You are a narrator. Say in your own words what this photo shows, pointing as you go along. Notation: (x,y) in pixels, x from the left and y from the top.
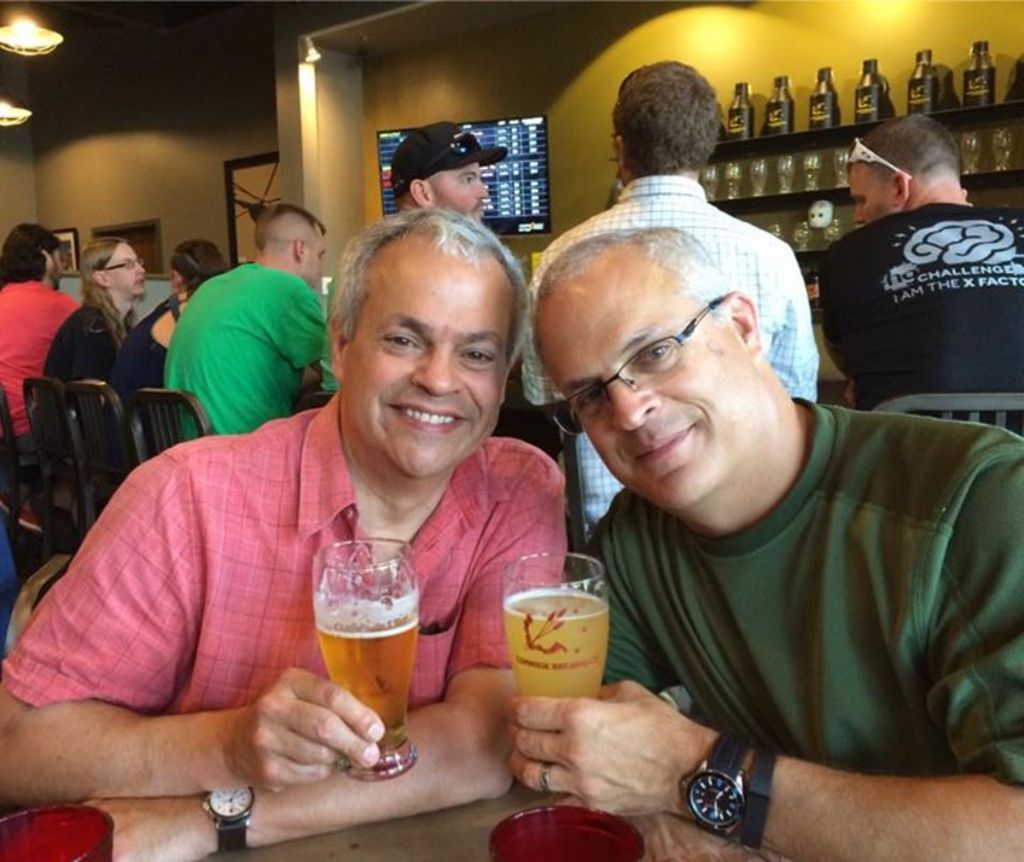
There are two men (614,531) sitting in the chairs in front of a table (458,810) holding drink glasses (562,625) in their hands (565,709). In the background (166,351), there are some people (186,324) sitting and having their drinks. We can observe some bottles (780,114) in the wall (590,56) here with the television (519,145).
